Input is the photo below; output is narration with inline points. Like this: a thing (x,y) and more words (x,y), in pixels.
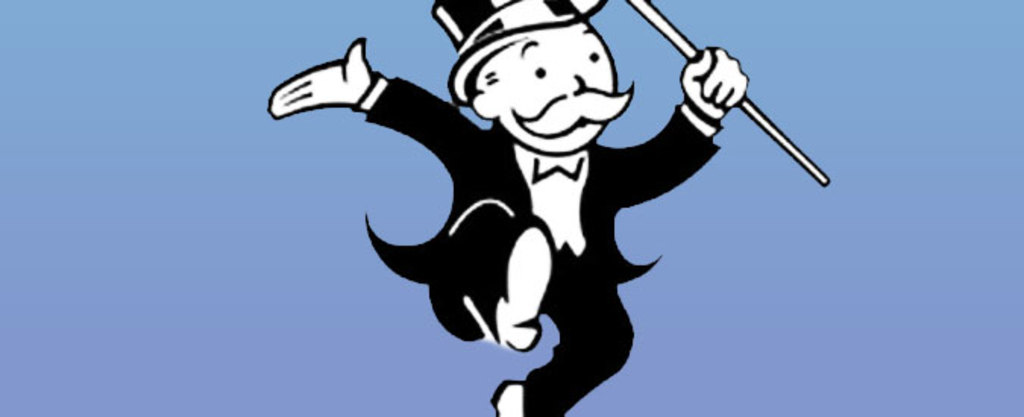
In this picture, we see the monopoly man (556,216) who is holding a stick (667,39) in his hand (712,92). In the background (442,185), it is blue in color.
